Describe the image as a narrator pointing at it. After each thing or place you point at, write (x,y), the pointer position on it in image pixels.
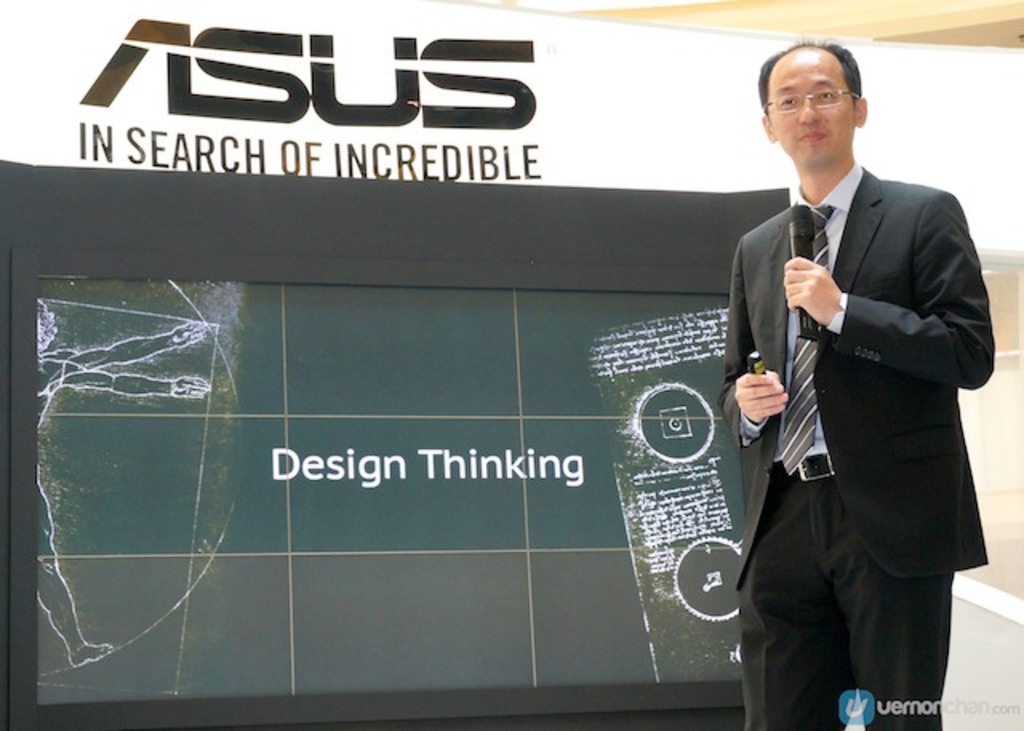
In this picture we can see a man (829,493) holding a mike (806,247) with his hand (789,286) and he wore spectacles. In the background (740,156) we can see a screen (372,295) and a banner (675,149). At the bottom (928,716) we can see a watermark (859,705).
